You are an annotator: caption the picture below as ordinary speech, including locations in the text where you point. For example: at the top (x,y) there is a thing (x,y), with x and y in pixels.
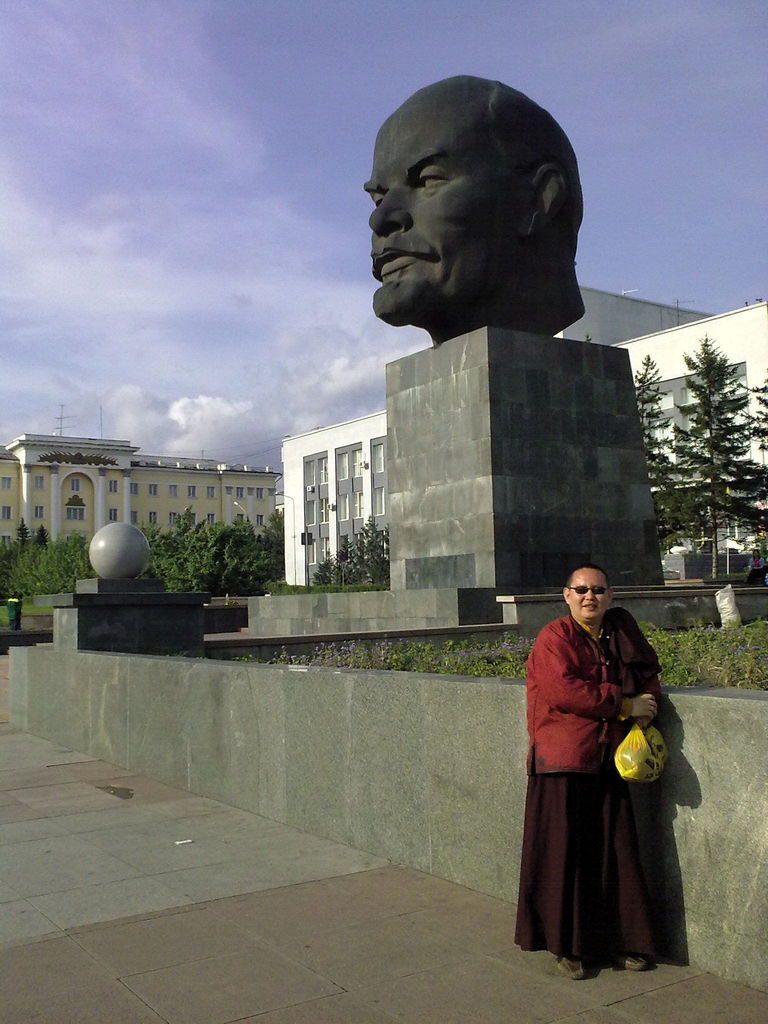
In this image there is a sculpture (443,220), there is a person (592,757) holding an object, there are buildings (206,473), there are trees (218,553), there is sky (189,188).
